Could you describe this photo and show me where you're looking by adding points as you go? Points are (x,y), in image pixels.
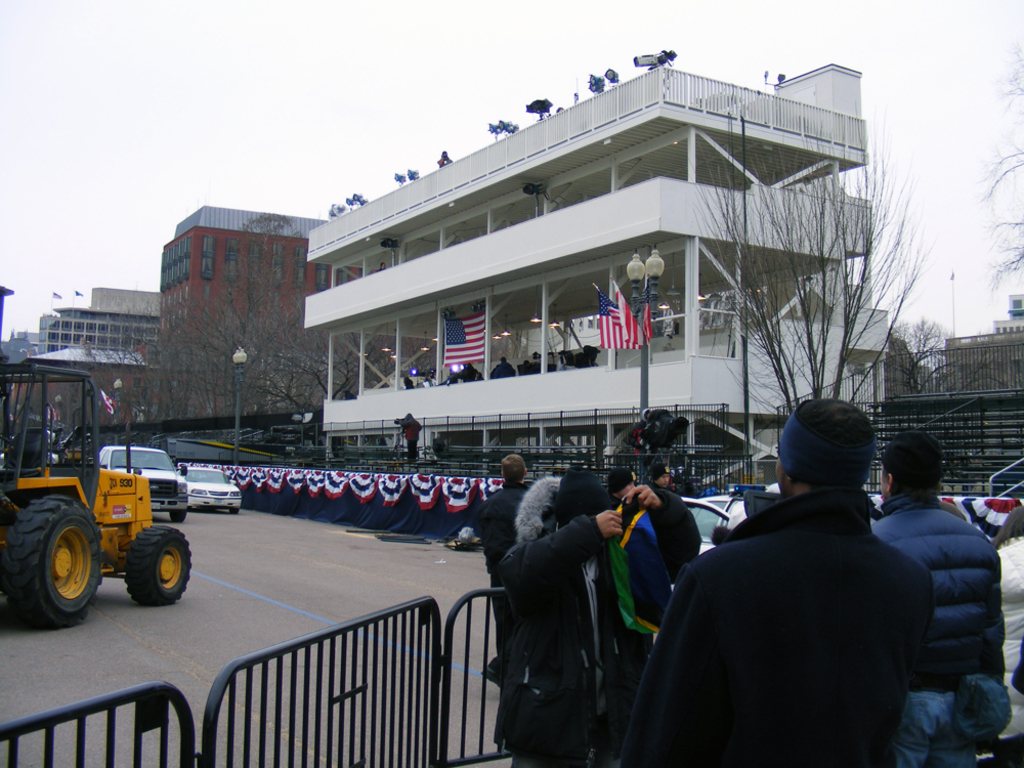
In the foreground (625,500) I can see a fence (250,673), fleets of vehicles (180,585) and a group of people (501,574) on the road (444,594). In the background (452,486) I can see curtains (405,481), buildings (509,437), trees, light poles (644,380), flags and the sky (280,125). This image is taken may be on the road (381,623).
